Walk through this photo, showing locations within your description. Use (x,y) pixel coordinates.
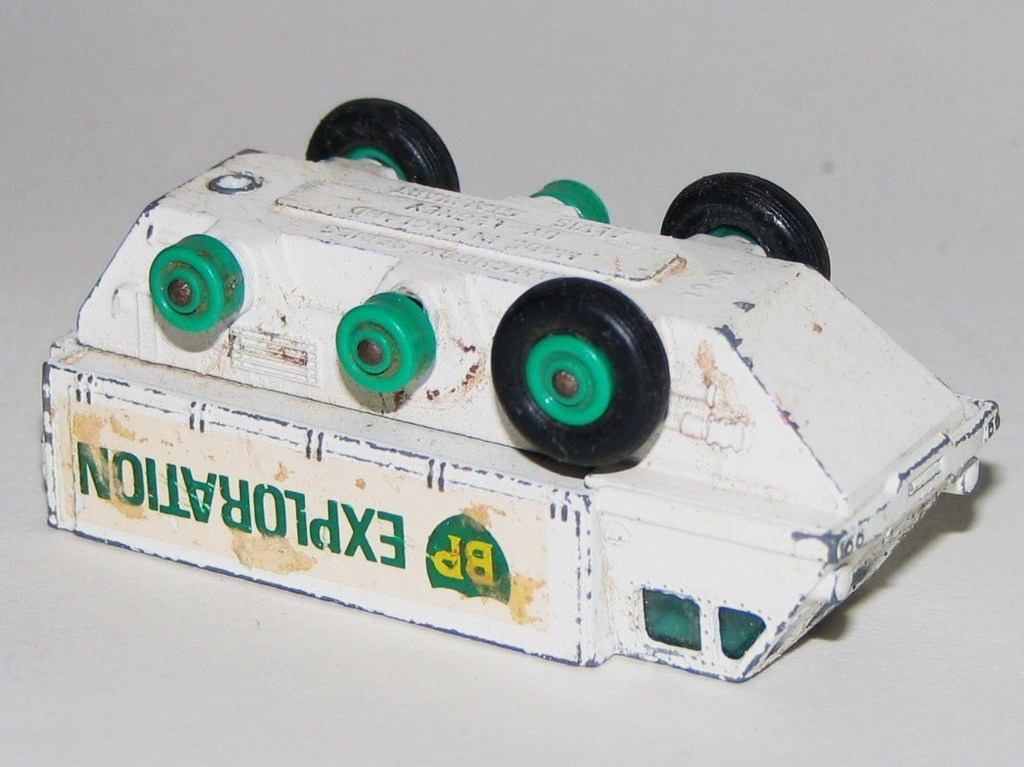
In this image there is a toy (521,450).
